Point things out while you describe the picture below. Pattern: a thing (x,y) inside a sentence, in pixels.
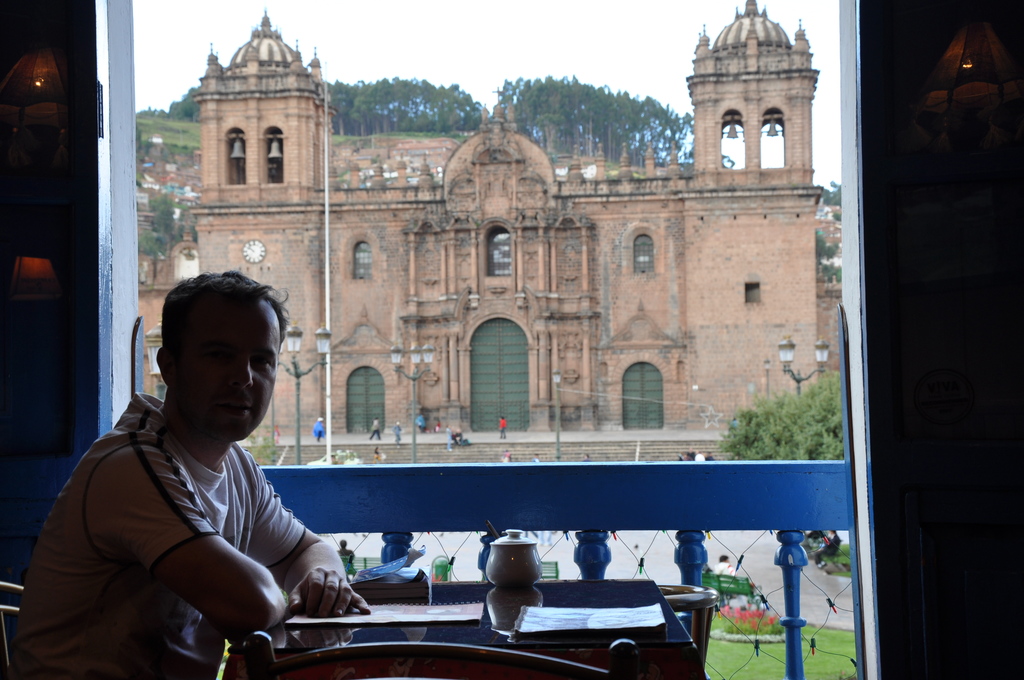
This picture is taken from the window (746,513). There is a man (168,497) sitting near the table (394,633) which is beside the window (456,492). At the background (523,225) there is a building (369,340) which has windows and doors (496,352) and a clock (261,249) to it. At the top (407,120) there are trees (407,120), houses (386,167) and sky (488,53).
